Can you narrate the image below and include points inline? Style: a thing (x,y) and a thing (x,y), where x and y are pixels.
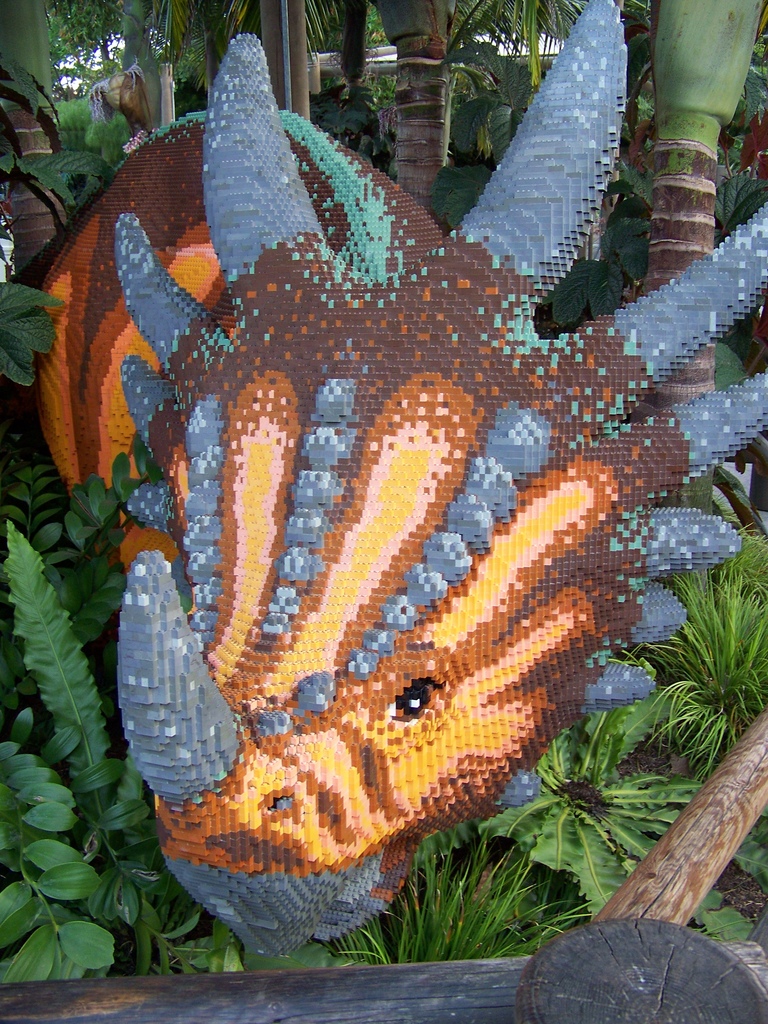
This picture is clicked outside. In the center (259,595) we can see an object (212,88) seems to be the depiction of an animal (445,433) and we can see the green grass (534,876), plants (49,139), trees (351,74), some wooden objects (665,932) and some other objects (285,28).
